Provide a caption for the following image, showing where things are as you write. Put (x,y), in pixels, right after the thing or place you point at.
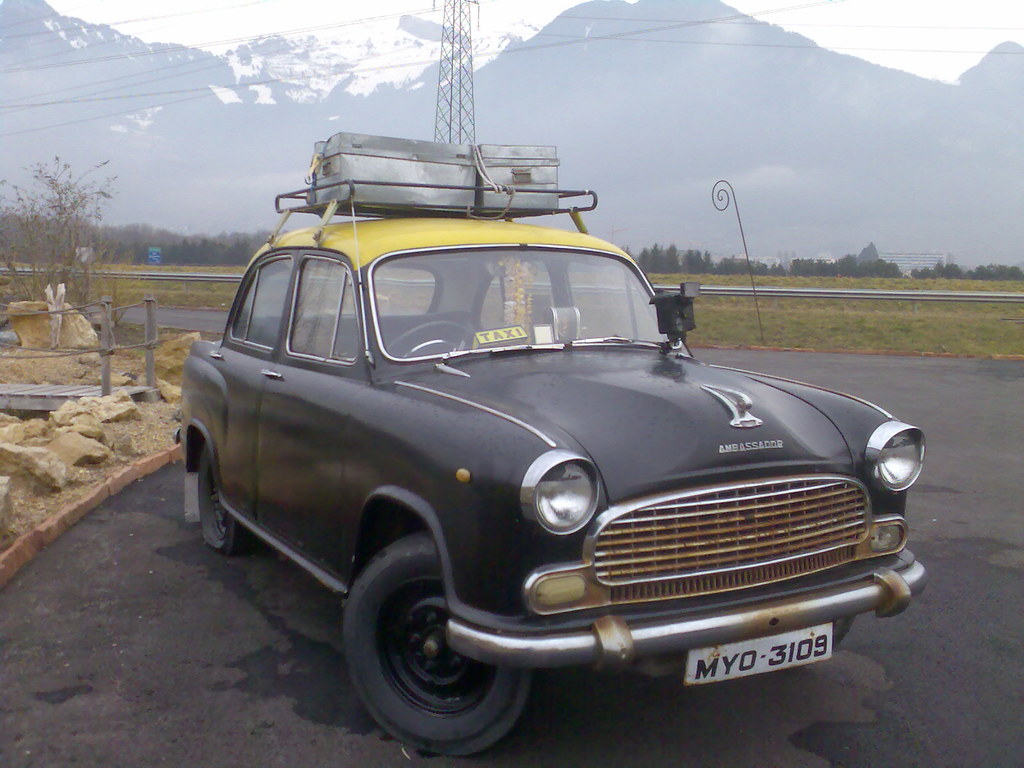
This is the picture of a car (394,554) which is on the road (54,693) and around there are some trees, plants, mountains (501,75), tower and some rocks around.
